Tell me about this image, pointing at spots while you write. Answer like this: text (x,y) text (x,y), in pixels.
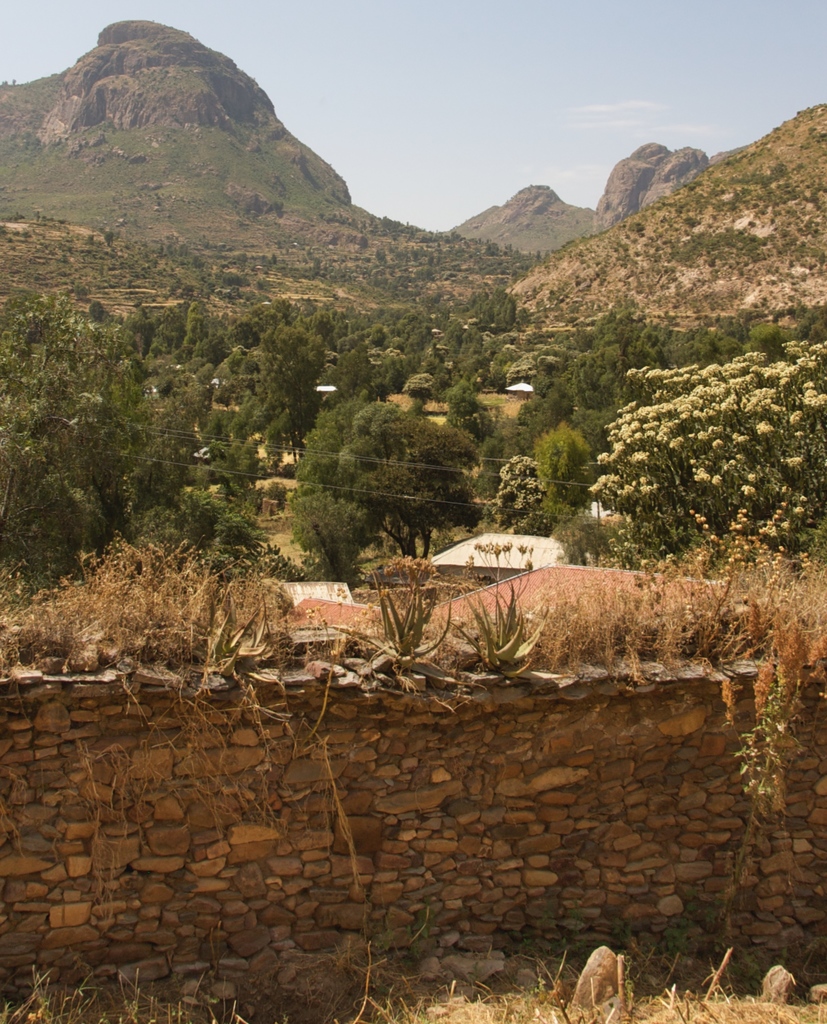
In this image I can see a wall (366,702), number of trees (706,336) and mountain (322,269). In the background (396,84) I can see sky (518,134).
